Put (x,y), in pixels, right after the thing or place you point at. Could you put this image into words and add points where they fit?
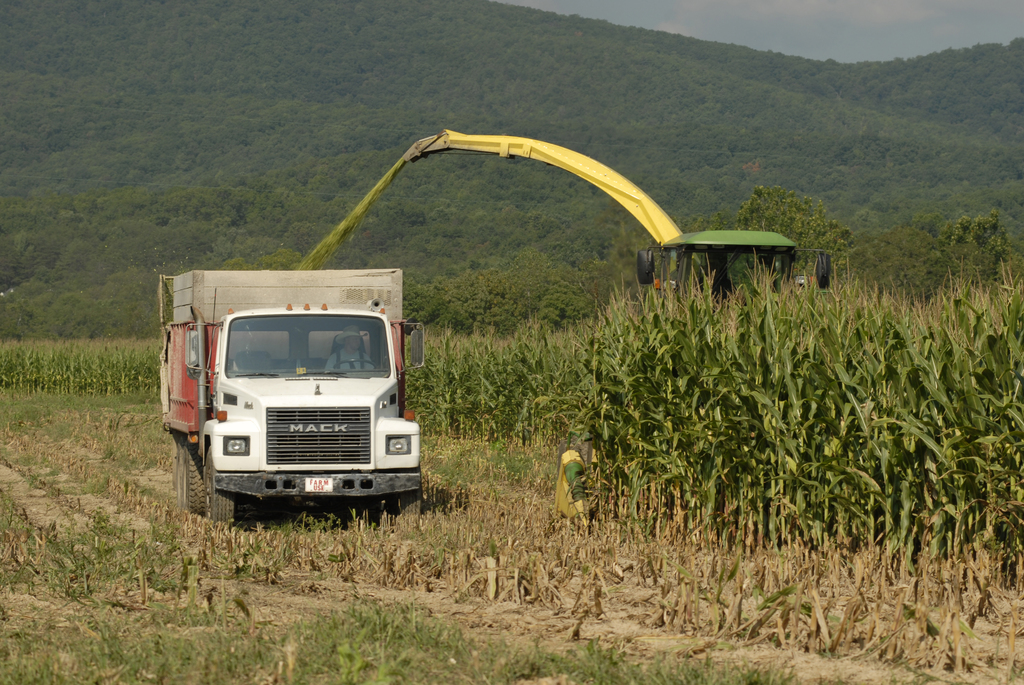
In this picture there is a man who is sitting inside the truck (276,462). On the right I can see other machine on the farm land (761,556). In the background (604,304) I can see the mountains (641,151), trees (611,151), plants (913,313), grass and farmland (776,556). In the top right corner (712,40) I can see the sky (718,21) and clouds (721,9).
